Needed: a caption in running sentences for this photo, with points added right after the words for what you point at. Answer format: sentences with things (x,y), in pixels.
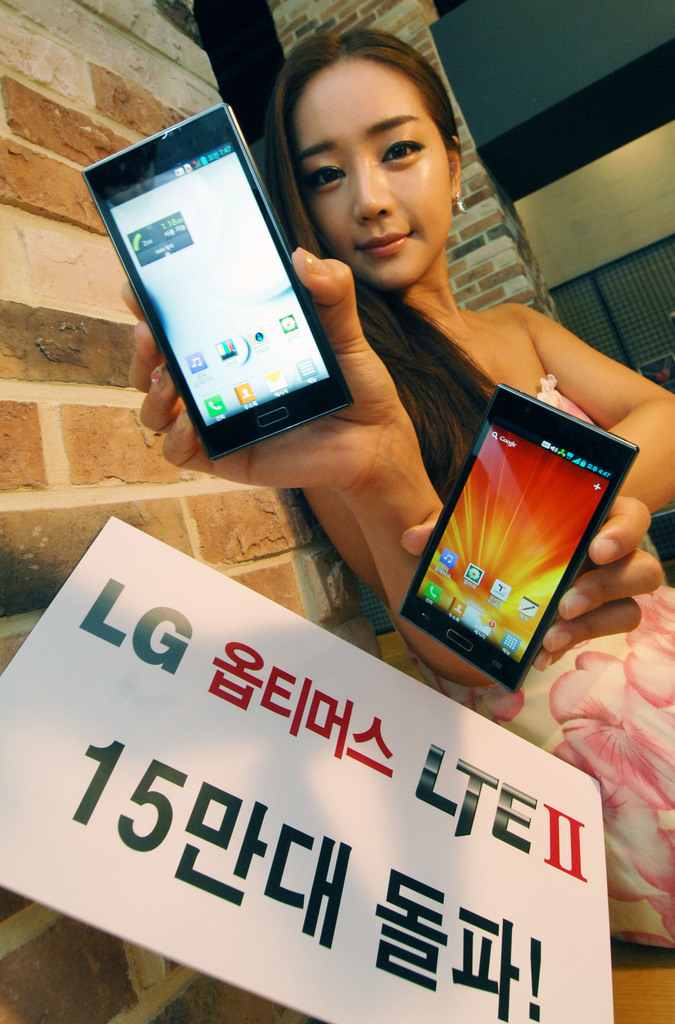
This picture shows a woman (410,155) standing and she is holding two smartphones (584,433) in hands (291,484), one in left and right hands (340,319), smiling and beside her there is a board (153,606), there is a brick wall (64,59) in the background (134,59).
